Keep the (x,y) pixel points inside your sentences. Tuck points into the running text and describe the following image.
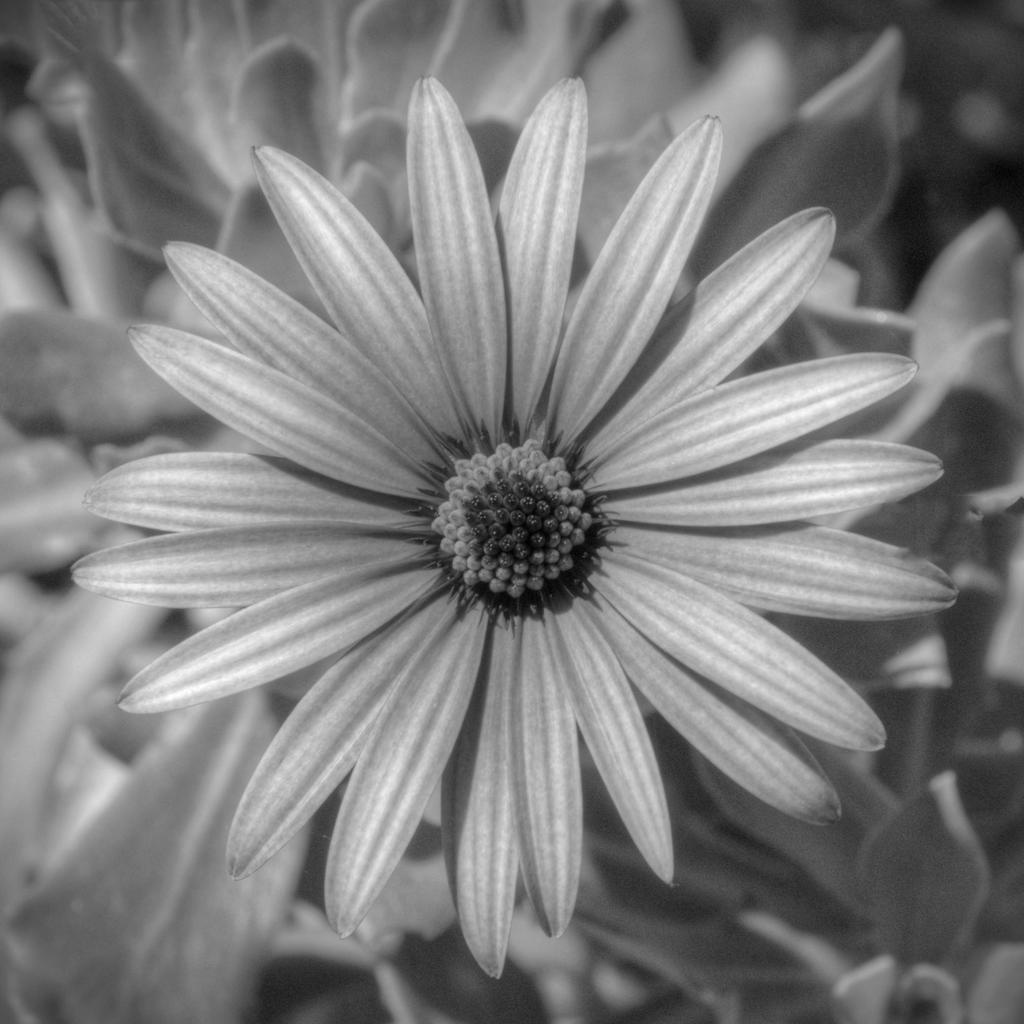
This is an edited picture. In the center of the picture (348,489) there is a flower (597,510). In the background (337,1015) there are plants (948,364).
